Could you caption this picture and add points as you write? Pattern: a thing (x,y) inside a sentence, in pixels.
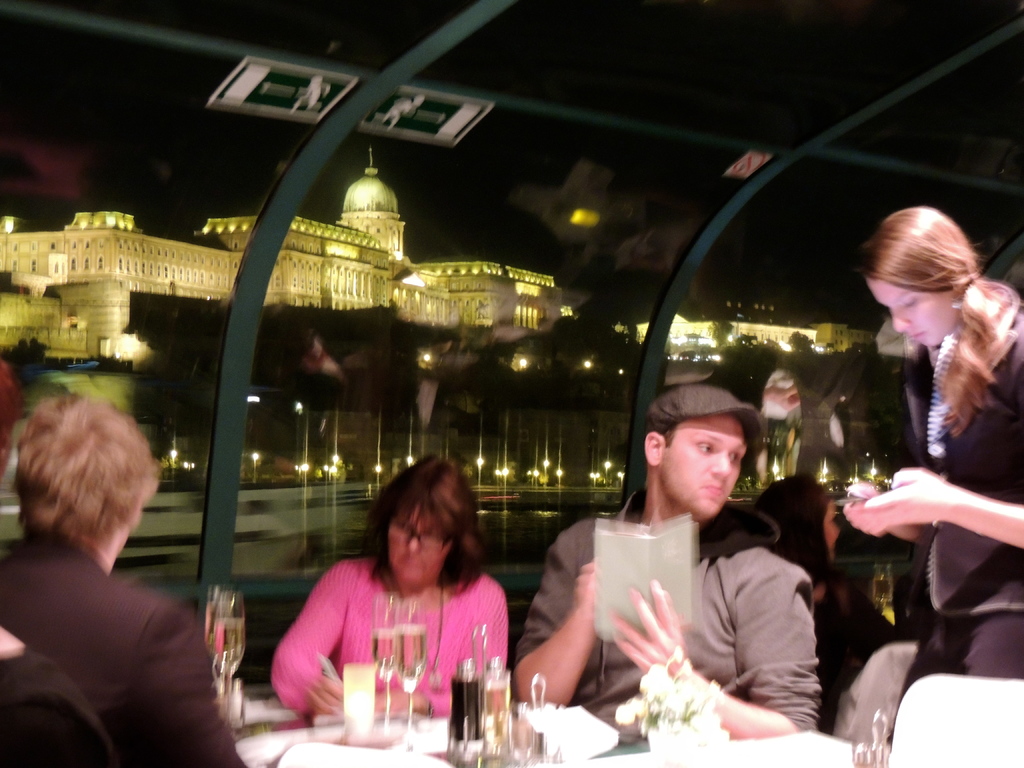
In this picture we can see a few glasses (231,660) and other objects (621,714) on the table (567,762). We can see a few people (657,464) sitting on a chair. There is a person (708,463) holding a card (693,543) in his hand (659,657). We can see a woman (873,500) standing on the right side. We can see a few signs (469,100) on the glass object (430,190). Through this glass object (386,326), we can see some lights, trees (334,344) and buildings (87,269) in the background (81,252).
